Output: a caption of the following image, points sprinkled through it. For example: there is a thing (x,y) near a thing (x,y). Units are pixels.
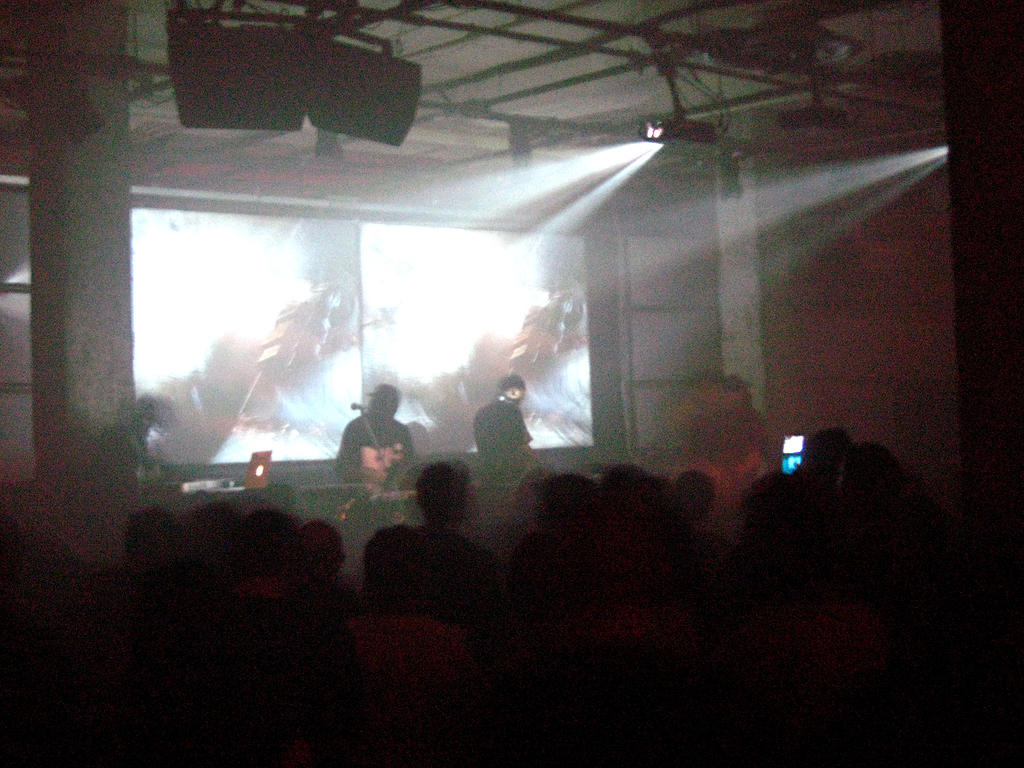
In this picture I can see there are two people (474,414) standing on the dais (356,510), they have a laptop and some equipment (351,495) in front of them, there is a screen (244,410) in the backdrop (348,354) and there is a projector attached to the ceiling (764,114) and there are few lights (749,206) and there are few people (821,503) standing in front of dais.
